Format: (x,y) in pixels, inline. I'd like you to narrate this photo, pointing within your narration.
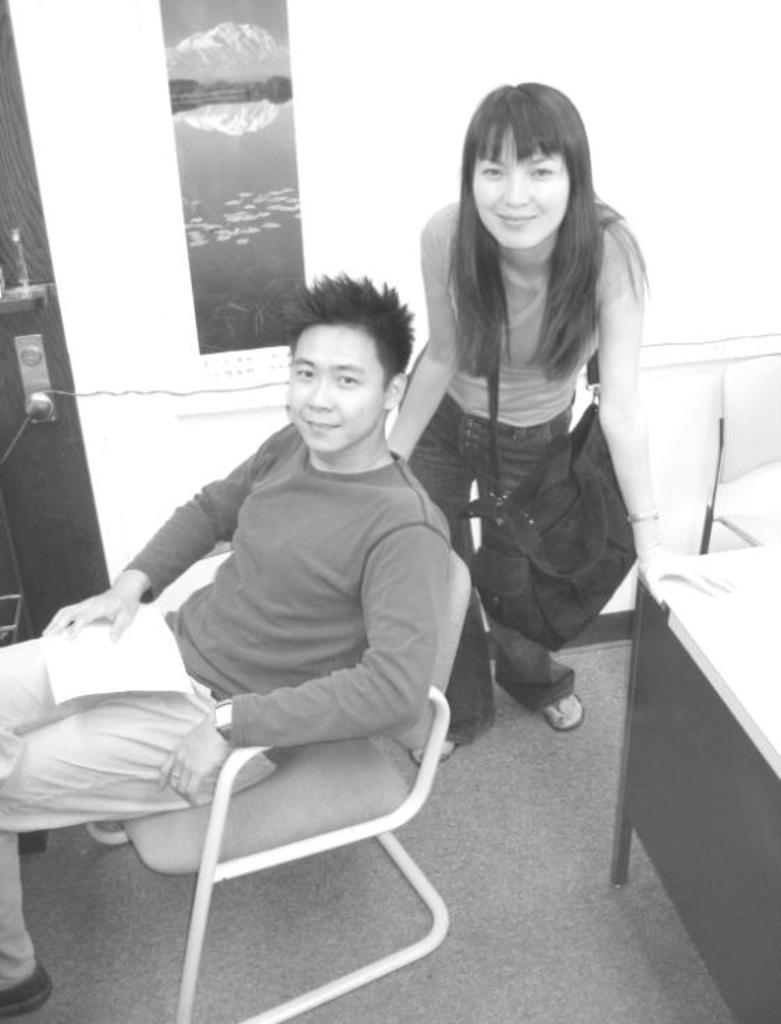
He is a man (25,1010) sitting on a chair (441,705) and looking at somewhere. There is a woman (475,711) on the right side (569,258).
